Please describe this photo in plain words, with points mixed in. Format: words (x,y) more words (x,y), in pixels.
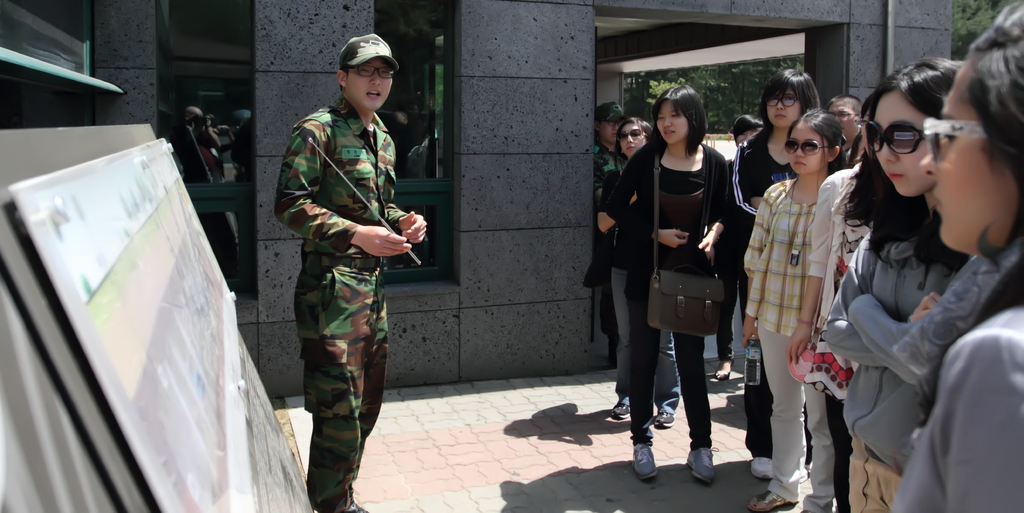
In this image we can see a group of people (740,256) are standing, here a woman (663,166) is holding some object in the hand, there is the building (807,17), there are the trees (966,43).
